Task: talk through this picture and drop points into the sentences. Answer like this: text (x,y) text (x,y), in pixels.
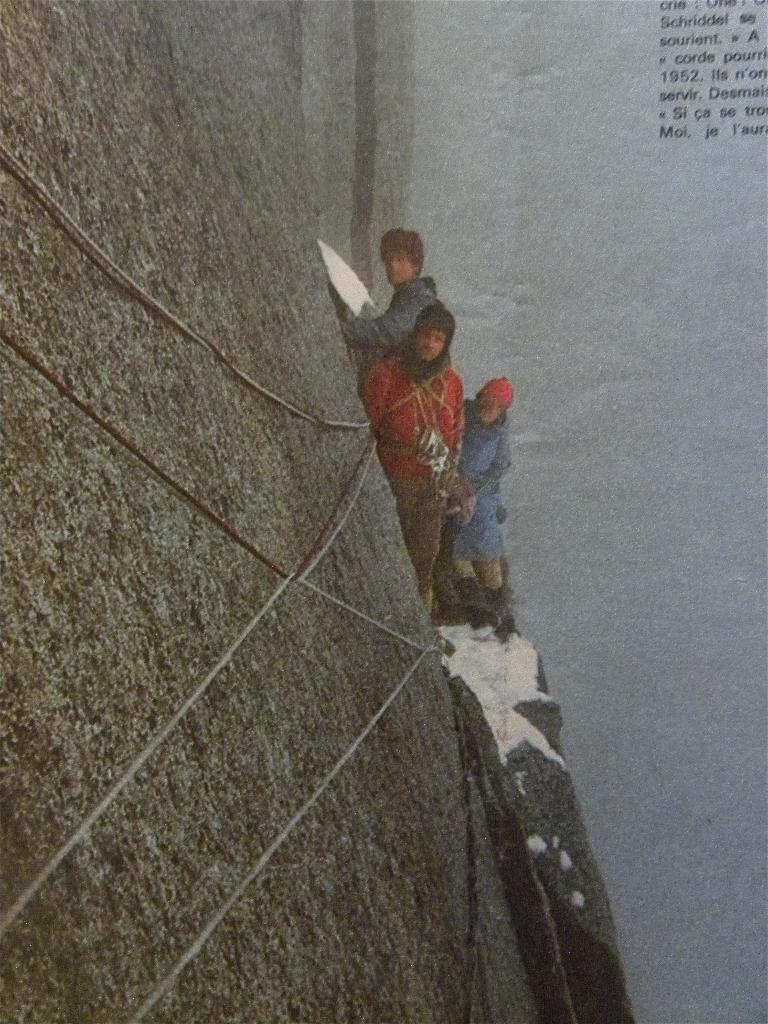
In this image I can see three people (415,483) with different color dresses (428,405). I can see one person (482,396) with the cap (495,392). To the left (185,454) I can see the rope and rock (201,496). To the right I can see the text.
